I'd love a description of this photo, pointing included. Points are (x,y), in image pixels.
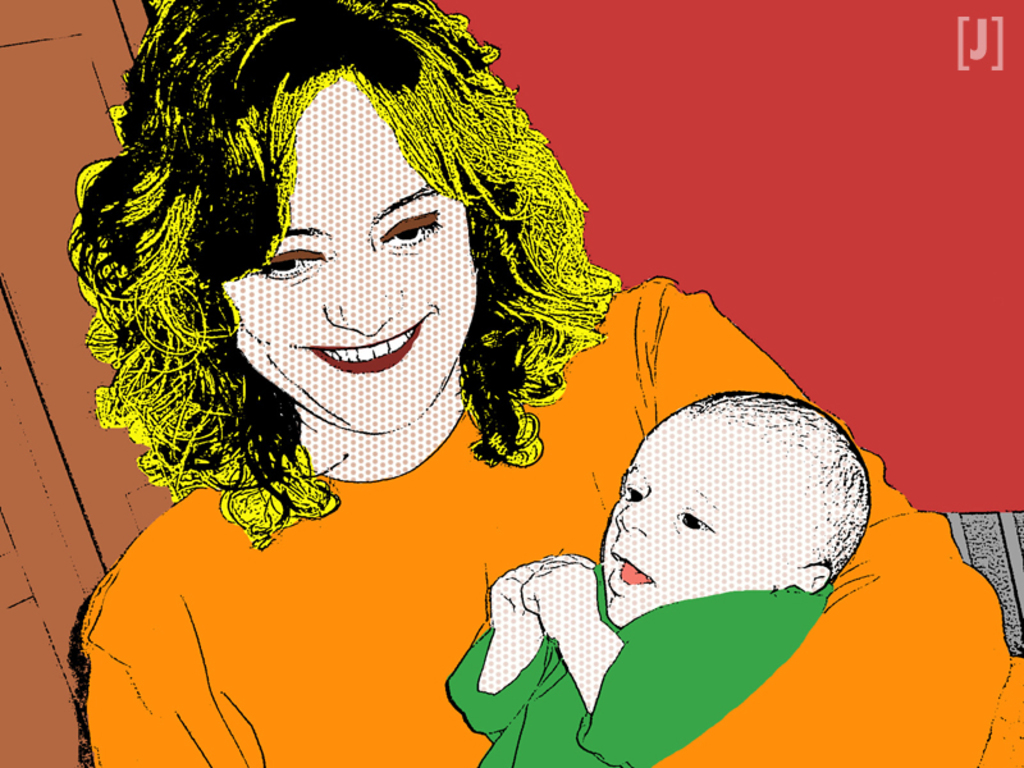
In the picture I can see the painting (824,610) of a woman (832,625) holding a baby (766,506) and there is a smile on her face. It is looking like a door (60,436) on the top left side (8,243).
